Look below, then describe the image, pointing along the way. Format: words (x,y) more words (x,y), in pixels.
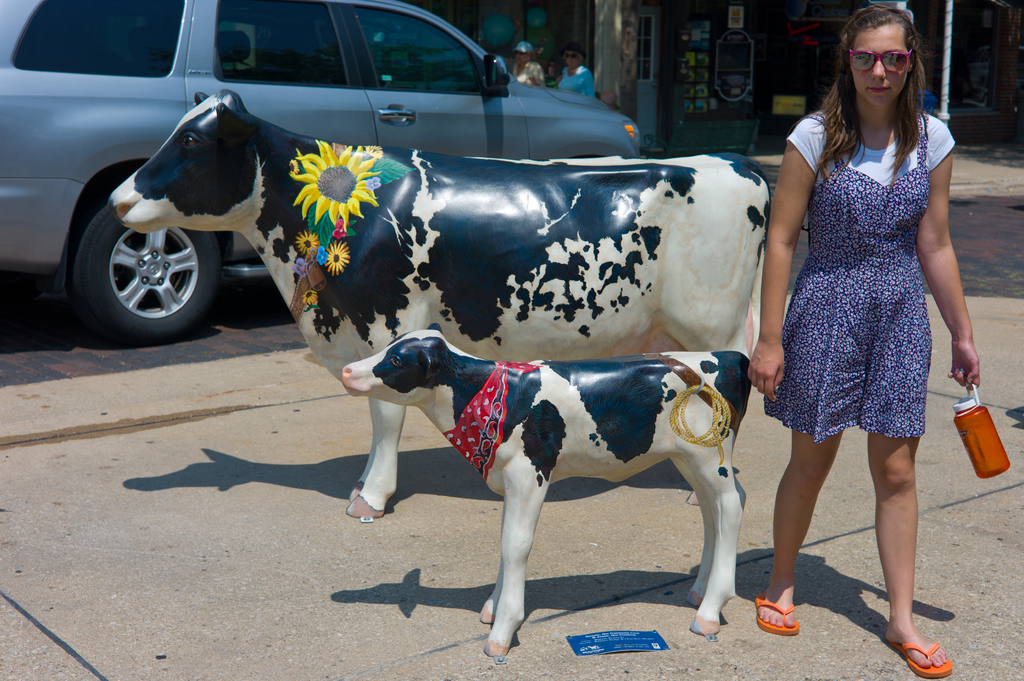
In this image on the right side (848,309) there is one woman (883,399) who is walking and she is holding a bottle (982,443). In the foreground (478,336) there are two toy cows (464,316), in the background (190,61) there is a car (454,92) and some persons (578,78) are walking and also there are some buildings (759,56) and some poles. At the bottom (436,556) there is a walkway (667,586).
